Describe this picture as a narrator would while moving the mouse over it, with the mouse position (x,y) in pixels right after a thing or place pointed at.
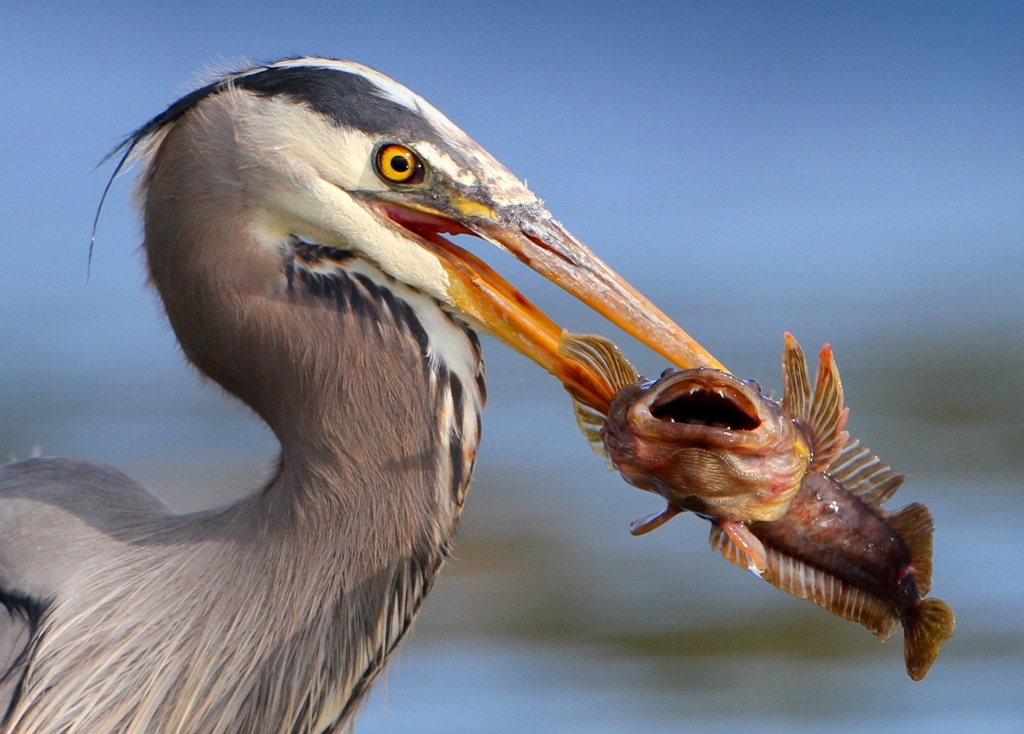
In this picture there is a crane (387,342) holding the fish (729,551) with orange beak (560,369). At the back (822,240) image is blurry.
